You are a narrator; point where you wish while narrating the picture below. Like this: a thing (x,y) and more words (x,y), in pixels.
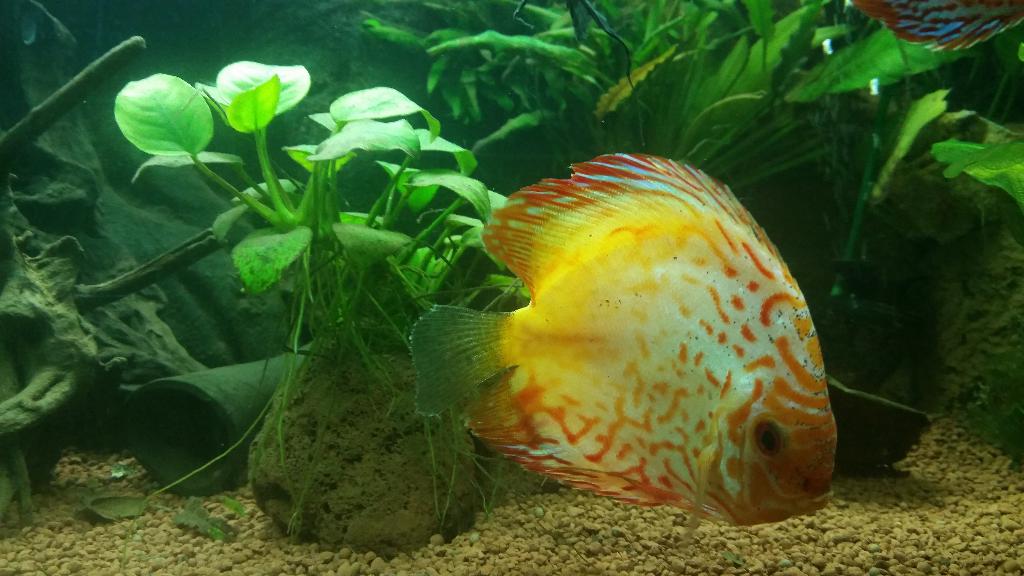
In this picture we can see there are two fishes (617,370) in the water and behind the fish (624,294) there are plants (645,97), stones (496,504) and other items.
